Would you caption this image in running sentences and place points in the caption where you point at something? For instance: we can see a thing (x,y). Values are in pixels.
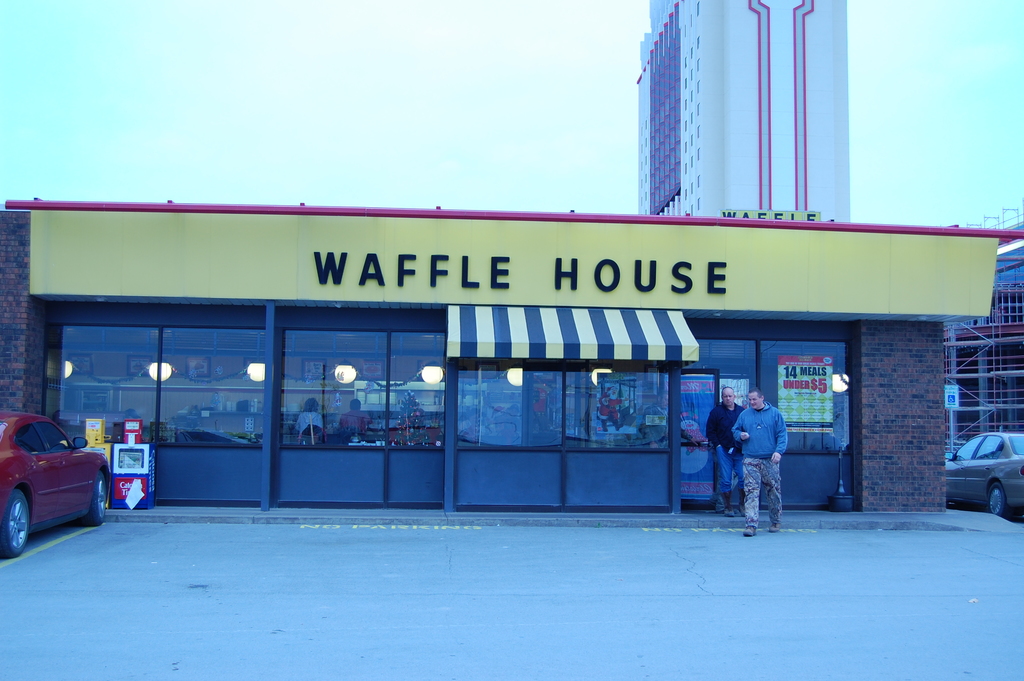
In this image, we can see two persons (735,444) in front of the building (434,370). There is a car (80,489) on the left (89,509) and on the right side of the image (968,458). There is an another building (740,98) in the top right of the image (777,74). There is a sky (495,72) at the top of the image (440,64).
